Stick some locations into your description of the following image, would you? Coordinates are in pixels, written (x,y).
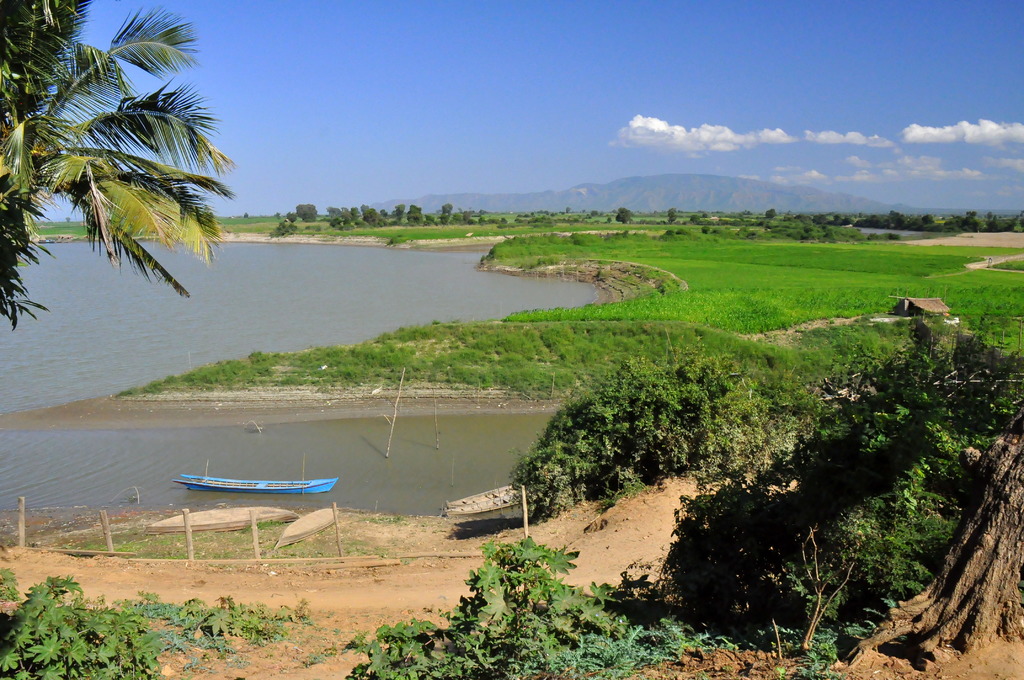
In this picture we can see few trees (537,484), boats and water (496,309), in the background (685,195) we can find hills (703,193) and clouds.
